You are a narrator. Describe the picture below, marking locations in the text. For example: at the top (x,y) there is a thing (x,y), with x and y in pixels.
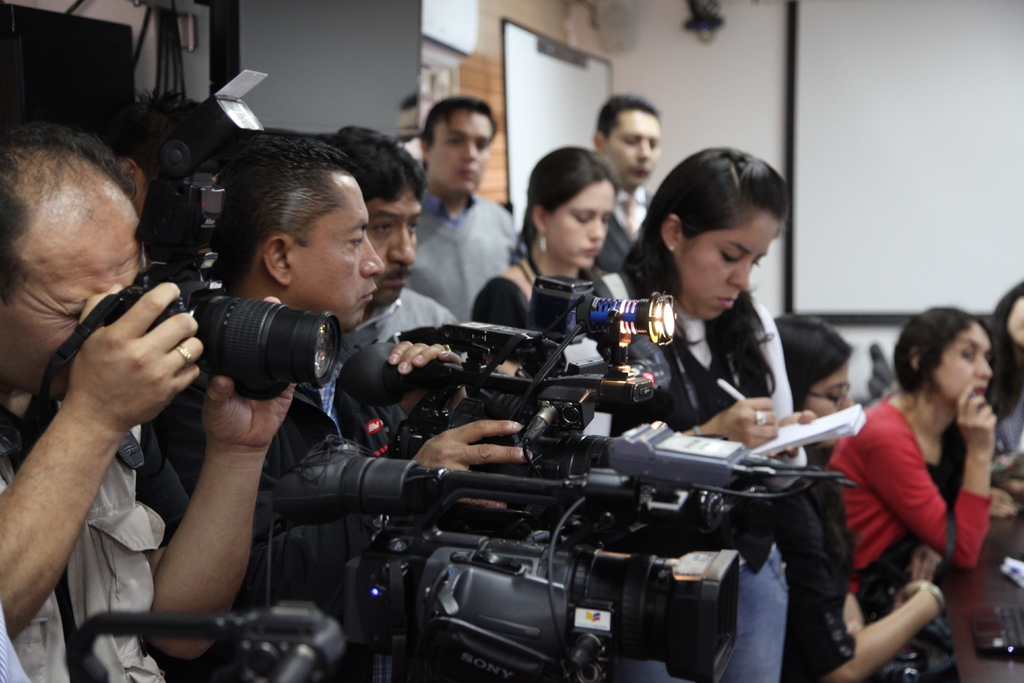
This is a picture taken in a room (515,188), there are a group of people (319,277) holding a camera (362,490) and the women (744,349) in white dress (774,359) holding a book (792,431) and pen (734,395). To the right side of this people (758,363) there are some people (880,446) sitting on chairs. Background of this people (406,371) is a wall (696,123) and projector screen (904,142).
